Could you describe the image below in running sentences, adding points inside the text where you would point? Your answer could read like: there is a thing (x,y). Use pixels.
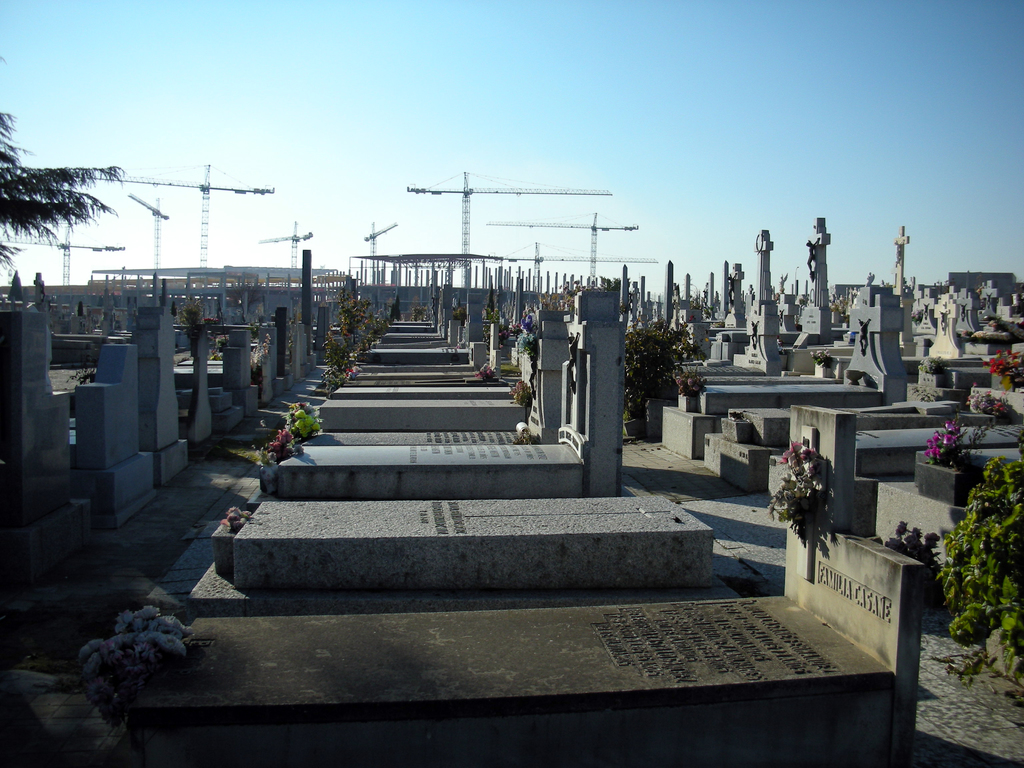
In this image there are graves (197,631) on that graves (189,656) there are bouquets (925,539), in the background (389,233) there are cranes (593,234) and the sky (664,133), in the top left (67,202) there is a tree (32,188).
